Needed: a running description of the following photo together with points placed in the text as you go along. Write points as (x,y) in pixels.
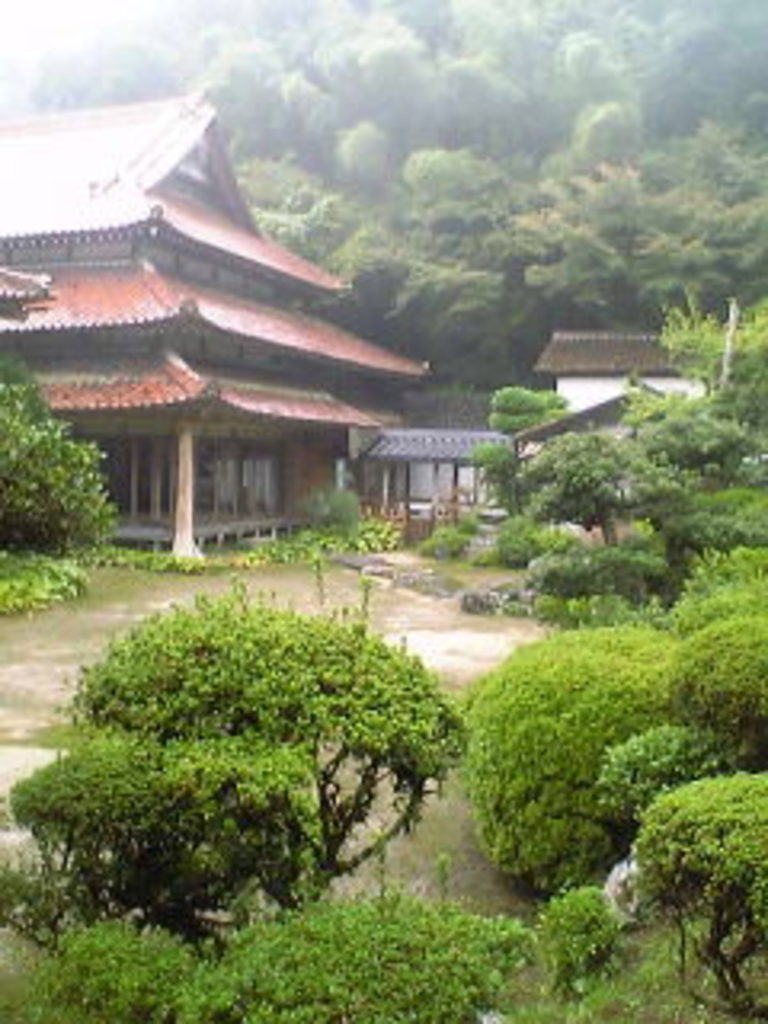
In this picture there are trees (596,270) in the left (239,685), right, bottom, and back ground (692,133). There is a house (6,296) in the foreground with a red bricks (2,185) on it.
